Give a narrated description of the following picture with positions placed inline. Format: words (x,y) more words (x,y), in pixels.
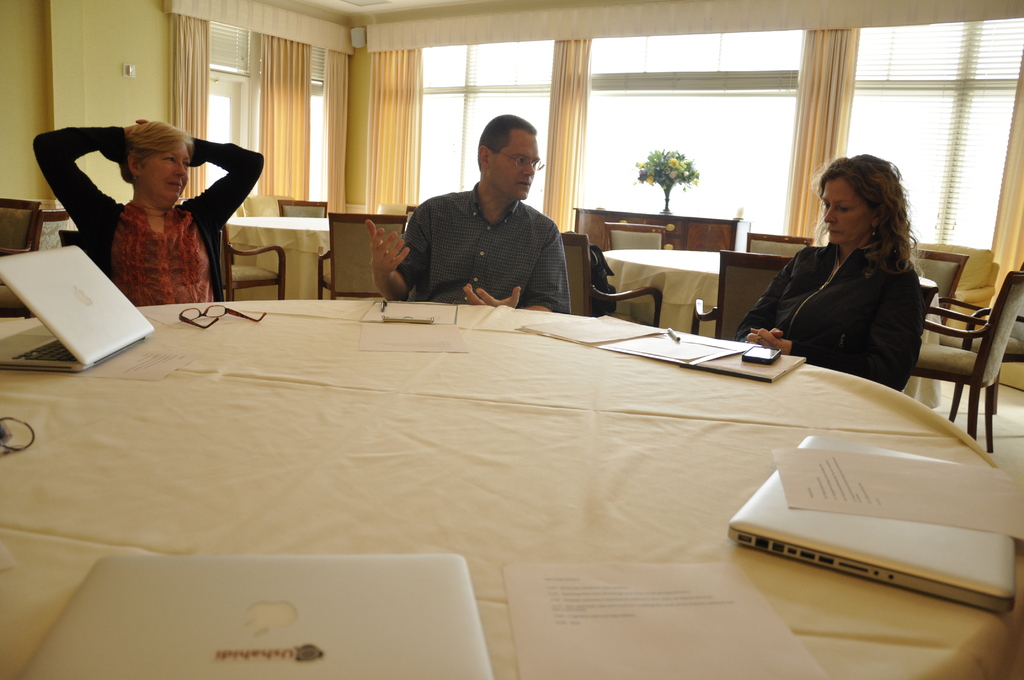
There are three members (483,259) sitting in the chairs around the table (15,476) on which some laptops (273,678), papers (861,487), mobiles (747,359) and spectacles (201,324) were placed. Two of them were women (800,297). In the background (655,183), there is a plant (655,155), curtain (402,149) and some windows (455,100) here.
